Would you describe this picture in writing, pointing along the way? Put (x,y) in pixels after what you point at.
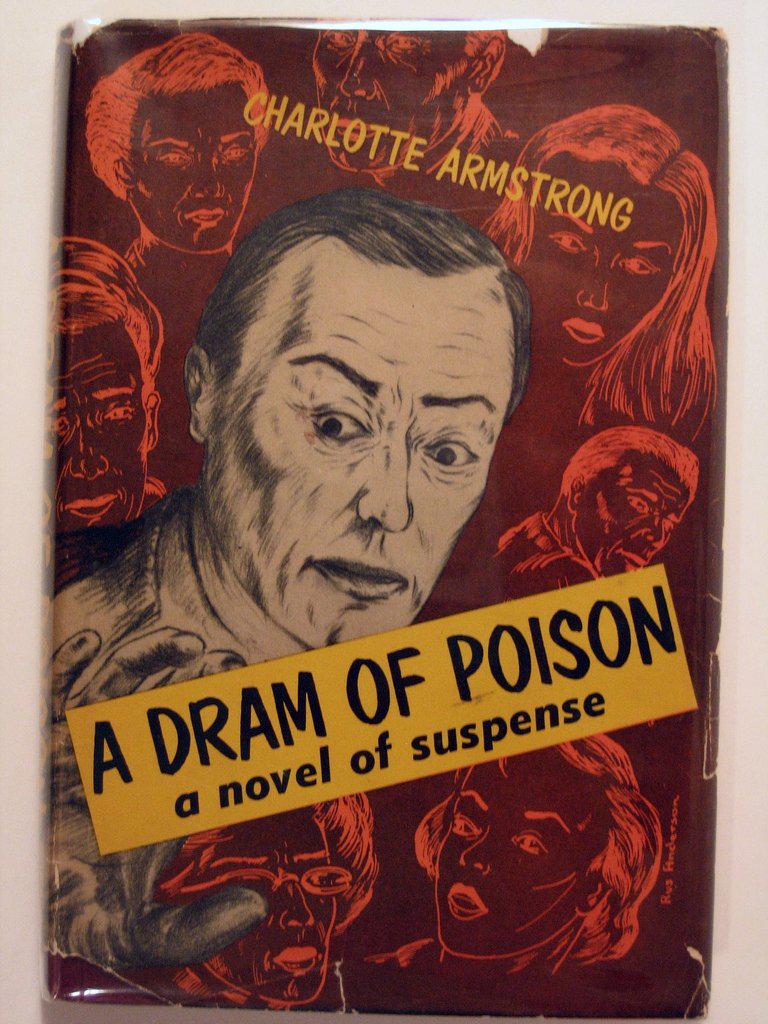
In this picture we can see a book cover (222,588), we can see some faces (278,269) and some text (334,126) on this book cover (419,350).
